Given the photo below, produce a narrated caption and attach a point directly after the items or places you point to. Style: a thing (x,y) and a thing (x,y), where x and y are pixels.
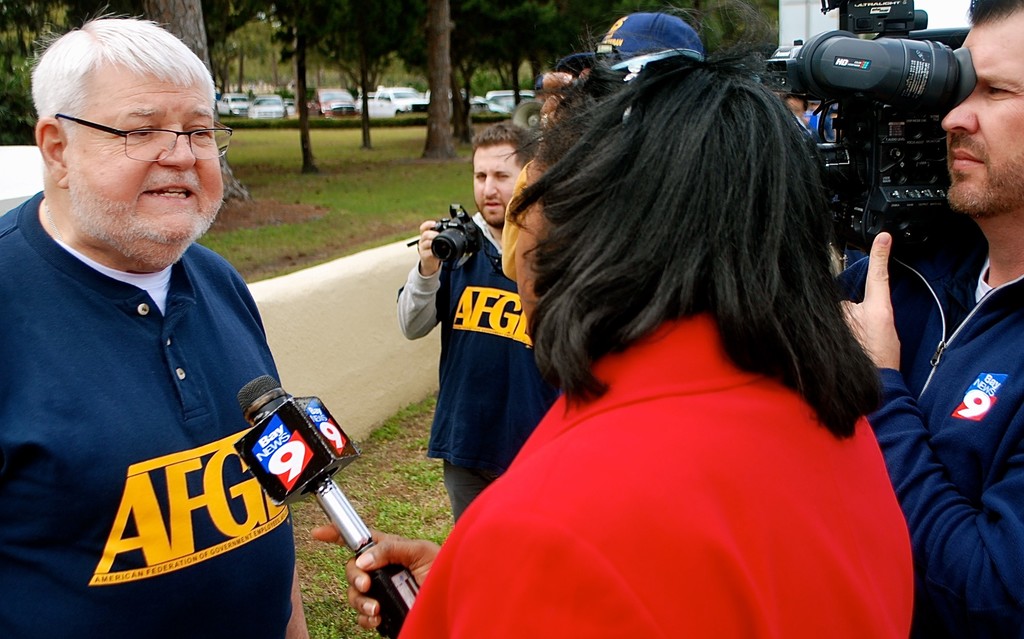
In this picture I can see group of people (486,427), there are two persons (1023,548) holding cameras (454,227), there is a person (691,152) holding a mike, there are vehicles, grass (307,241) and trees (265,25).
